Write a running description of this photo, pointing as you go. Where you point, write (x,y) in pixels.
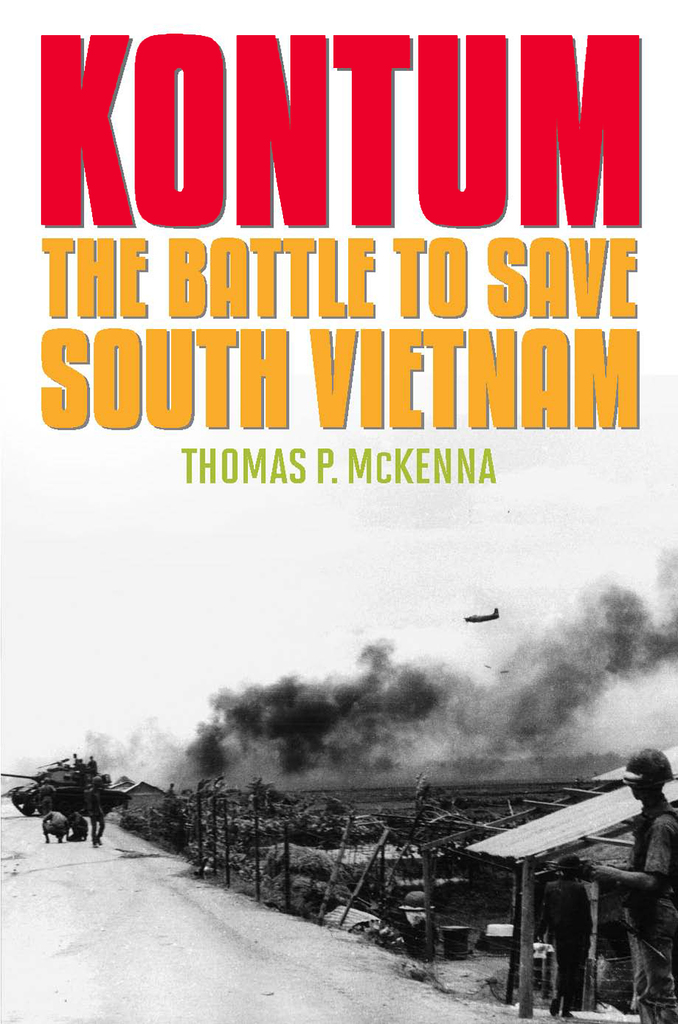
This is an edited image, in this image at the bottom (227,843) there are some wooden poles (227,812) and some roofs (584,805) and there are some people (103,820). On the top of the image (59,157) there is some text (432,295) written. At the bottom (119,937) there is a road (107,950).
